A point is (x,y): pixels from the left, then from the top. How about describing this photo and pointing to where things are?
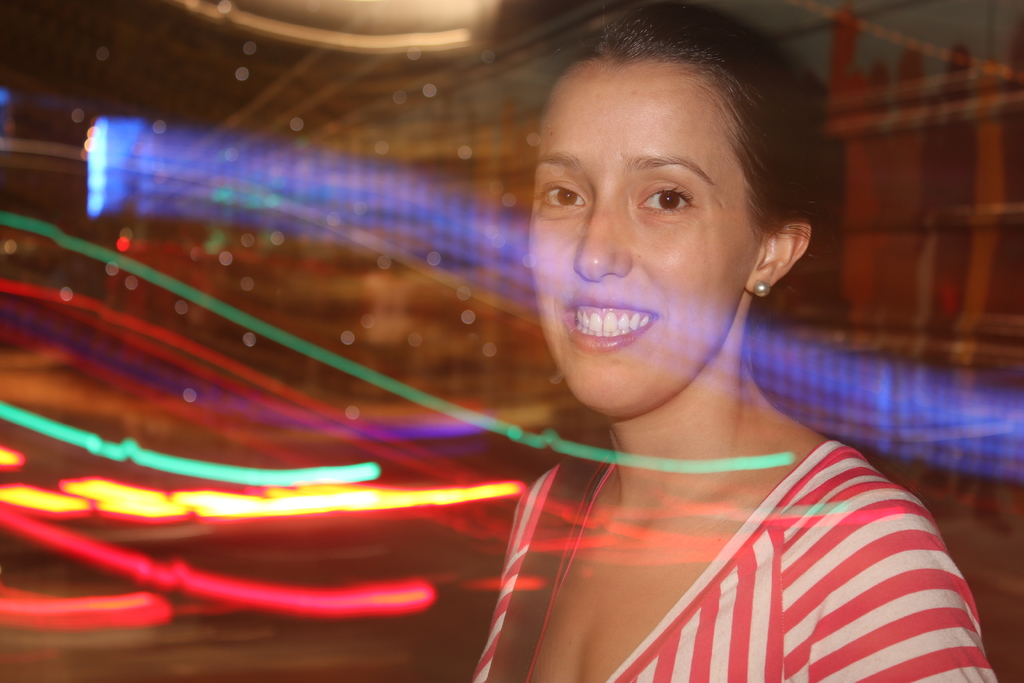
In this image, we can see a person (777,175) wearing clothes (794,531) on the colorful background.
